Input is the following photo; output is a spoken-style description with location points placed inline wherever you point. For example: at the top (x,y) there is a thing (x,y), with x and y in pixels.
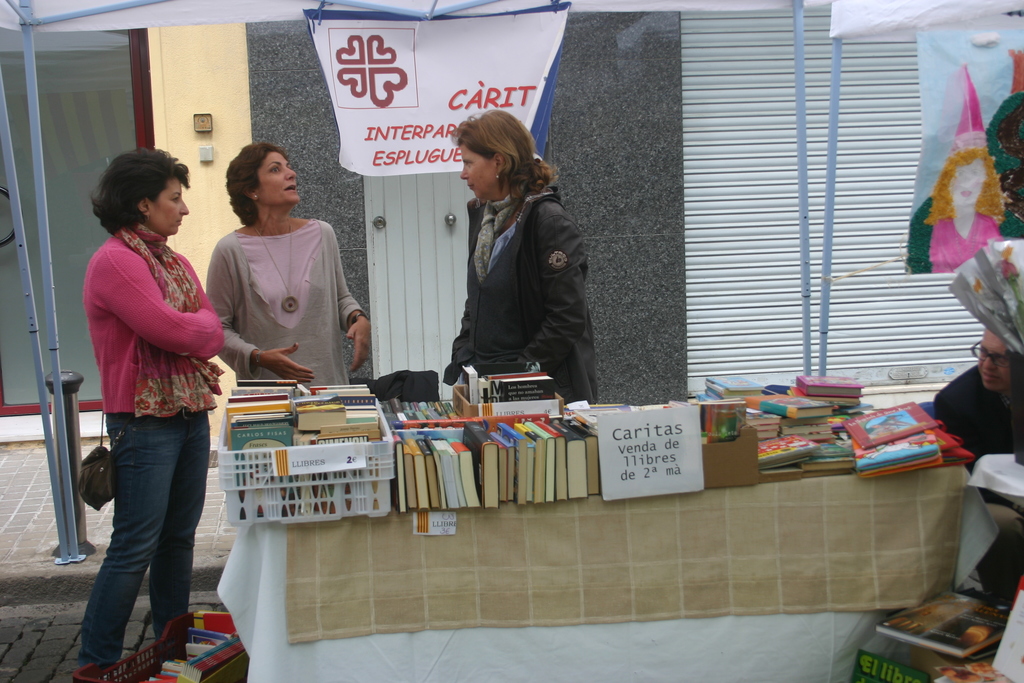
In this image we can see few people (337,300). A person (963,418) is sitting on the chair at the right side of the image (976,413). There is a tent (804,211) in the image. There are many books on the table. There are few objects (174,663) on the ground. There is a shutter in the image. There is a door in the image. There is a banner (996,205) in the image.
